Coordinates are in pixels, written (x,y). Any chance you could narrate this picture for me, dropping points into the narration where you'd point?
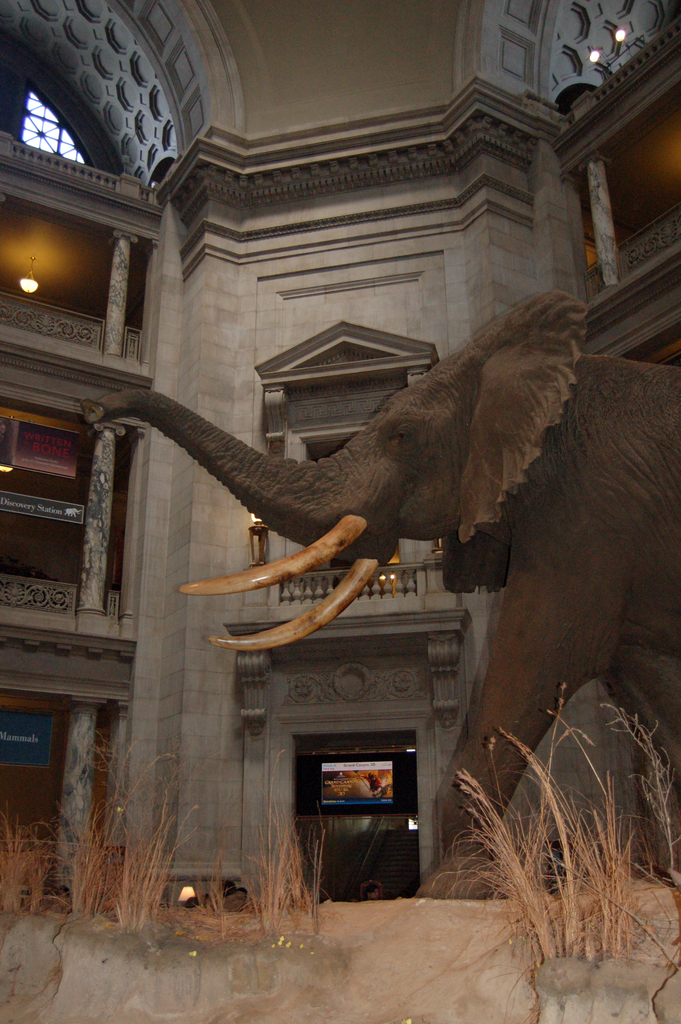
This is the sculpture (373,506) of an elephant (563,504) standing. Here is the dried grass (501,874) on the rock (377,951). I think this picture was taken inside the building (312,246). These are the pillars (94,534). I can see a screen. These are the name boards (25,434). I can see a lamp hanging to the roof (51,232). This looks like a window (51,129).
